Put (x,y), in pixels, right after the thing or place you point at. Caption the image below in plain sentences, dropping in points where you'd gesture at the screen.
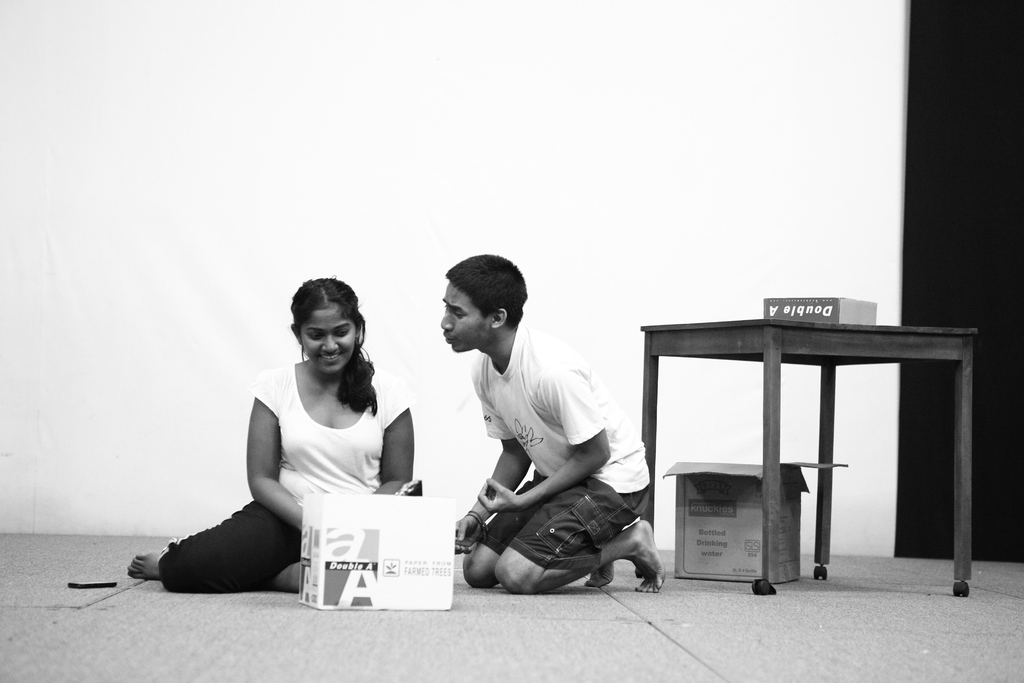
In the picture we can find a man (496,360) and a woman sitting on a floor (46,578). Besides to them there is a table (829,341), under the table (880,341) there is a box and the woman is smiling, Beside her there is a mobile phone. In the background (699,379) there is a wall (714,387).
